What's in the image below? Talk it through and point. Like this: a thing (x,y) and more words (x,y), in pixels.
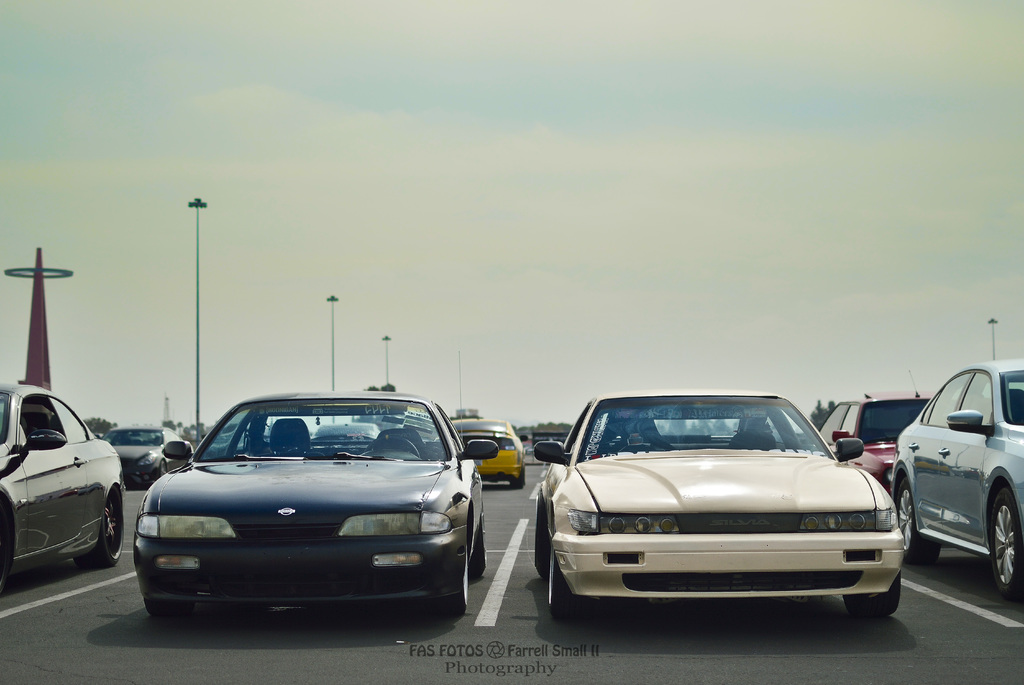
In this picture we can see cars (41,474) on the road (587,664), tower (44,384), street light poles (332,369), trees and in the background (802,395) we can see the sky (538,410) with clouds (458,165).
